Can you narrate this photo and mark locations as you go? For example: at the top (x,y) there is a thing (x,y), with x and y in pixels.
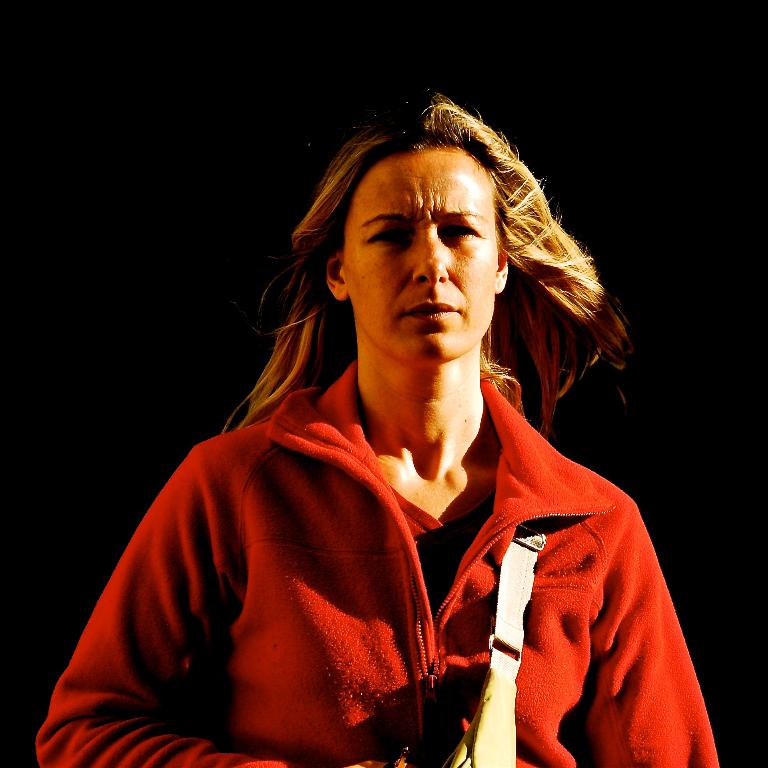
In this image we can see a woman (443,590) wearing a red coat (457,603) is carrying a bag (455,753).
